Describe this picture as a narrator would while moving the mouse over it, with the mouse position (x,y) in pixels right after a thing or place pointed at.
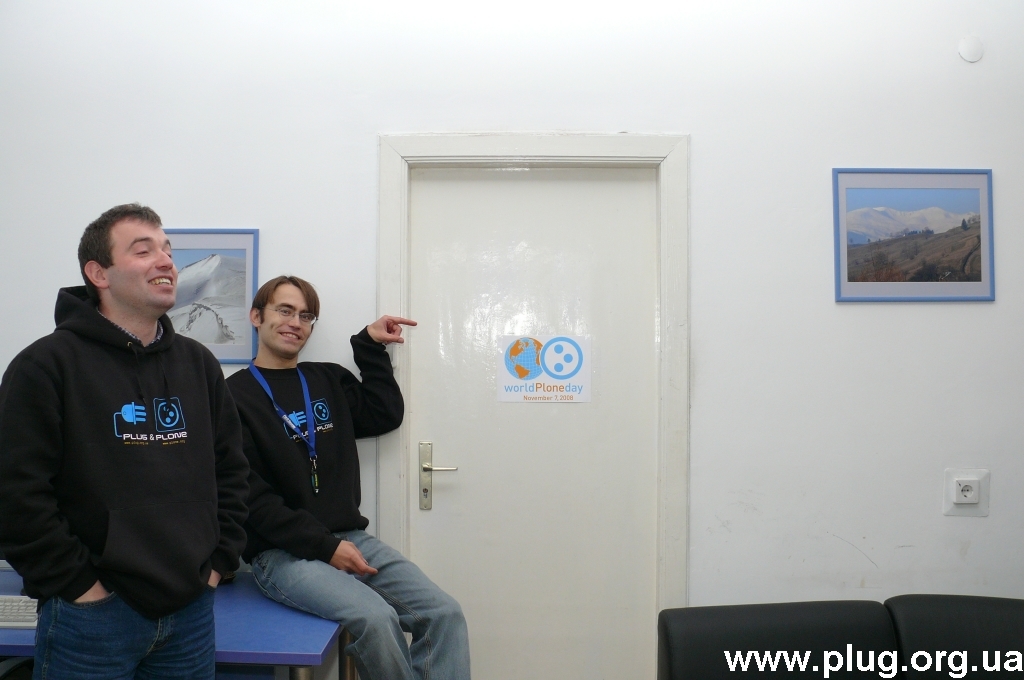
In this image there is a person (364,394) wearing a black shirt (321,443) is sitting on the table (276,624) having a keyboard (24,621) on it. Left side (154,411) there is a person (111,474) wearing black shirt (115,448) is standing. Right side (704,652) there are two chairs (969,611) near the wall (841,380) having a picture frame (871,250) attached to it. Beside there is a door (565,454).
